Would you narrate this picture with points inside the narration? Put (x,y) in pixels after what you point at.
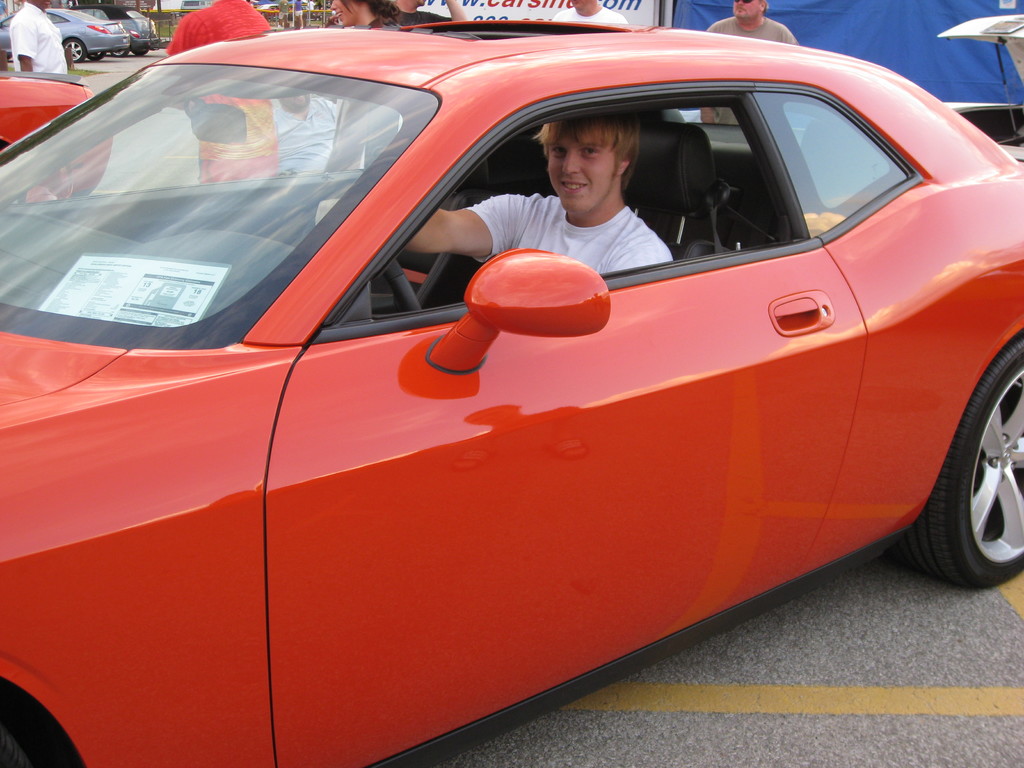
This image consists of a man (602,215) sitting in a red car (476,625). At the bottom (811,744), there is a road (786,762). In the background (62,48), there are many people (62,48) and cars (52,95) parked on the road (581,720). On the right (936,57), it looks like a tent (877,53) in blue color.
